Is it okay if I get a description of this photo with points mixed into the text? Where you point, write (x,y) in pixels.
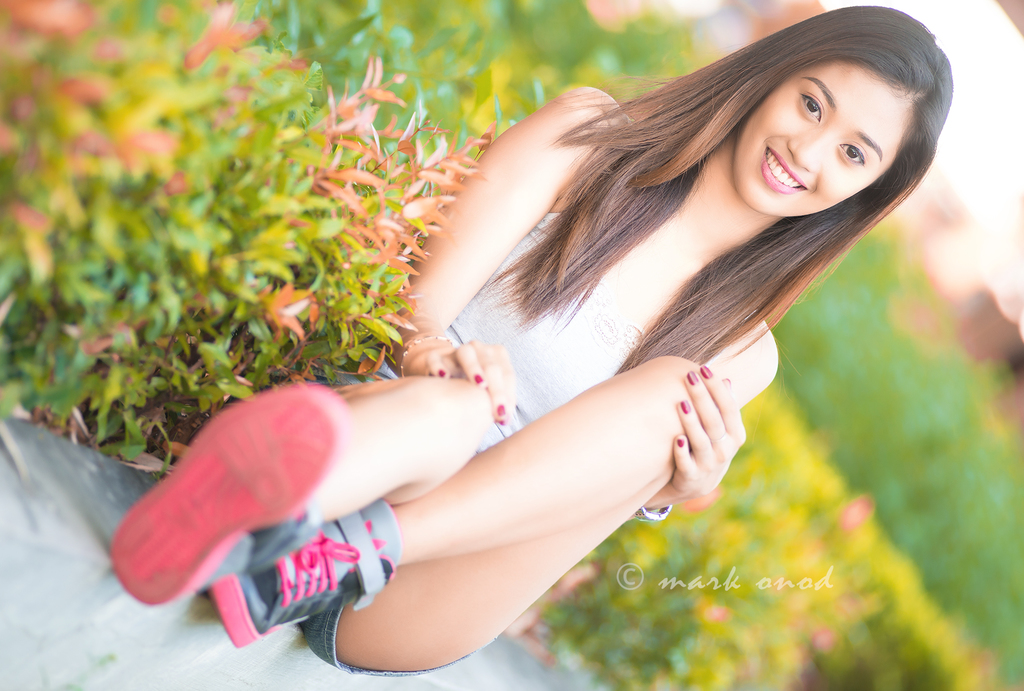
In this image we can see one woman (297,527) sitting on the small wall (183,606) near to the plants (641,607), some text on the image, the background (733,596) is blurred, some plants (402,175), some bushes (746,464) and some grass (833,401) on the ground (852,394).
